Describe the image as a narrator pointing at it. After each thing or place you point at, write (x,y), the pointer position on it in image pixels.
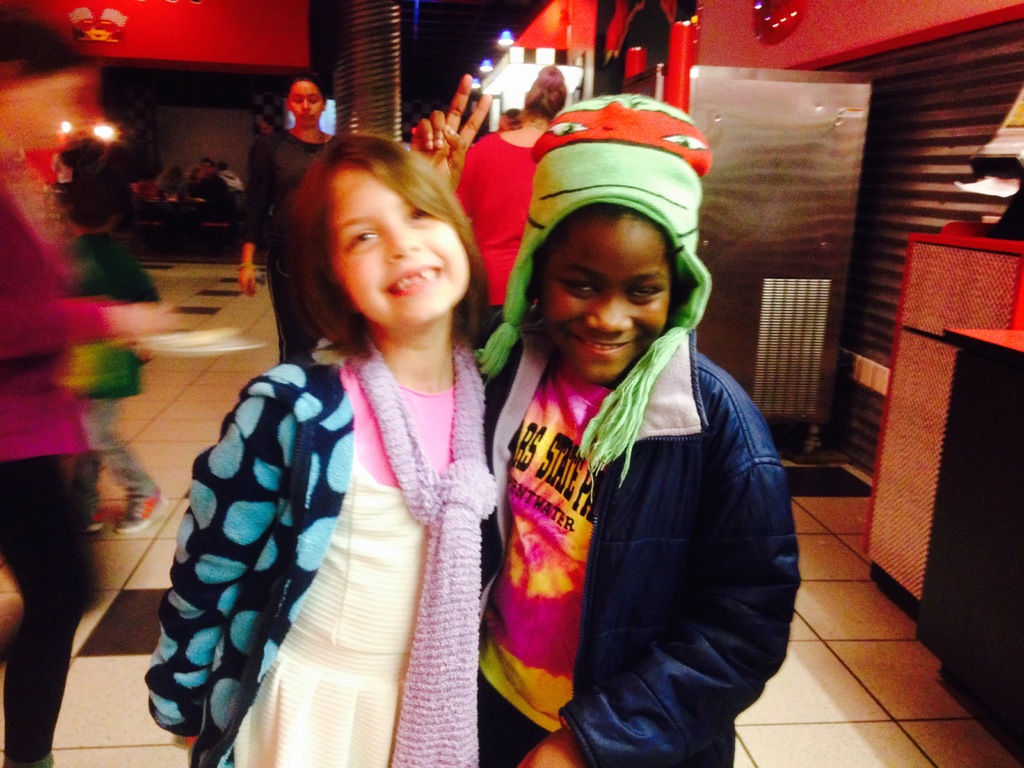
In the middle of the image (613,348) there are two kids (649,463) standing. Behind them there are few people (531,97) standing. On the right side of the image (898,272) there is a wall (817,19) and also there is a table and steel object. On the walls (564,44) there are lights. On the left side of the image (105,425) it is blurry.
